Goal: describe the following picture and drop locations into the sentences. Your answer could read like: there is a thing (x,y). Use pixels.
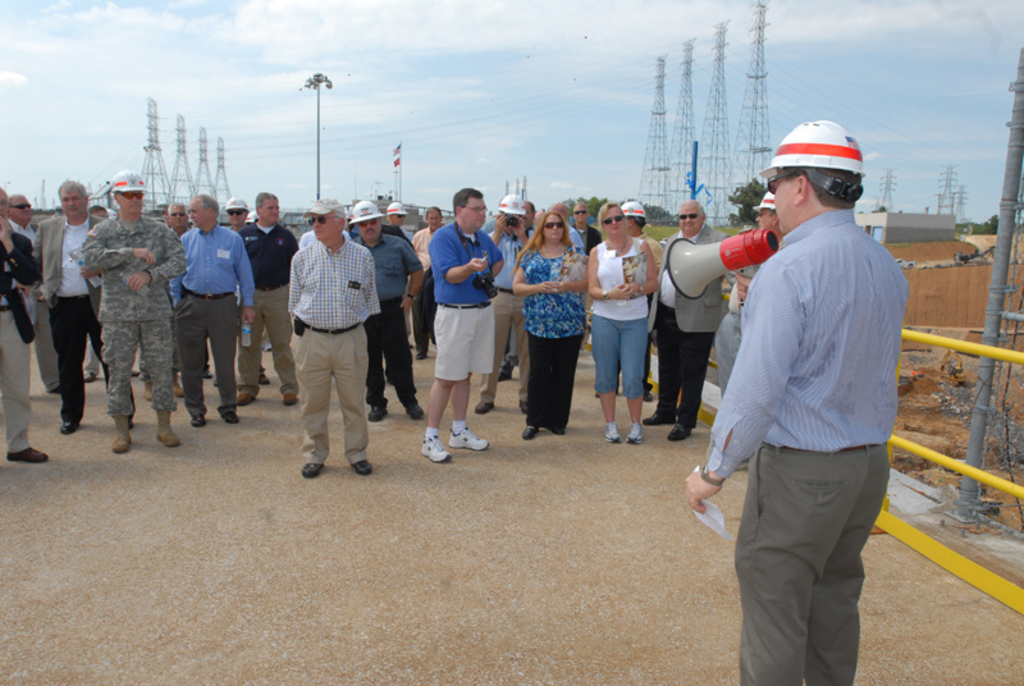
In this picture there are people (555,412) standing on the road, among them few people (857,258) wore helmets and we can see railing (933,342) and pole (976,442). In the background of the image (158,206) we can see towers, poles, flag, house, trees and sky (470,81) with clouds (464,84).
